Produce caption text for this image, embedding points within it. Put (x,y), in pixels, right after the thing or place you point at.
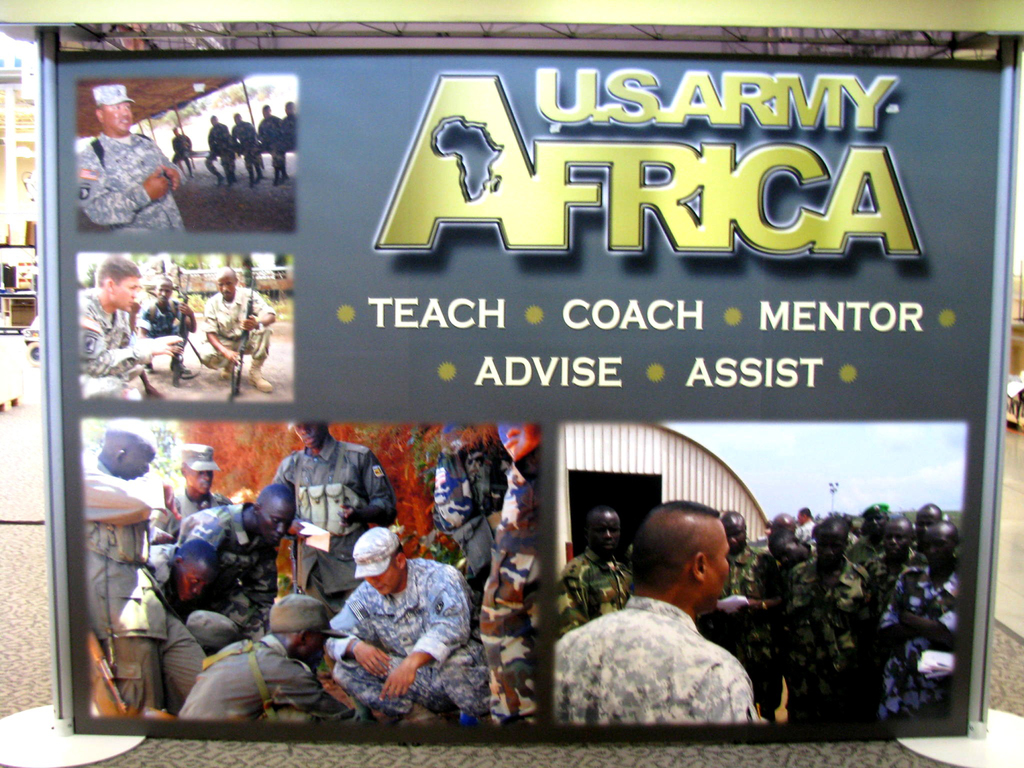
In the image there is a poster (426,422). At the top right of the poster (694,389) there is something written on it. And on the poster (470,315) there are few images (685,576). In the image there are men (269,514) with uniforms (224,506), caps (207,453) and holding guns (237,380).
